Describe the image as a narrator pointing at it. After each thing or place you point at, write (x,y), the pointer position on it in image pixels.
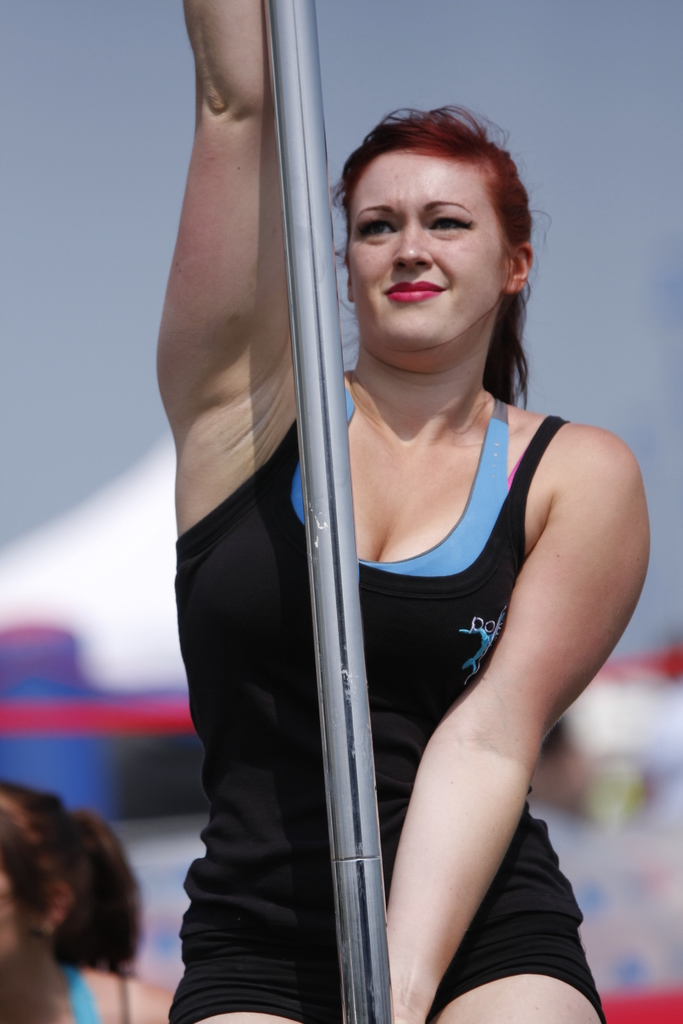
There is a woman (233,353) holding a pole (335,411) in the foreground area of the image (291,414) and the background (126,823) is blurry.
